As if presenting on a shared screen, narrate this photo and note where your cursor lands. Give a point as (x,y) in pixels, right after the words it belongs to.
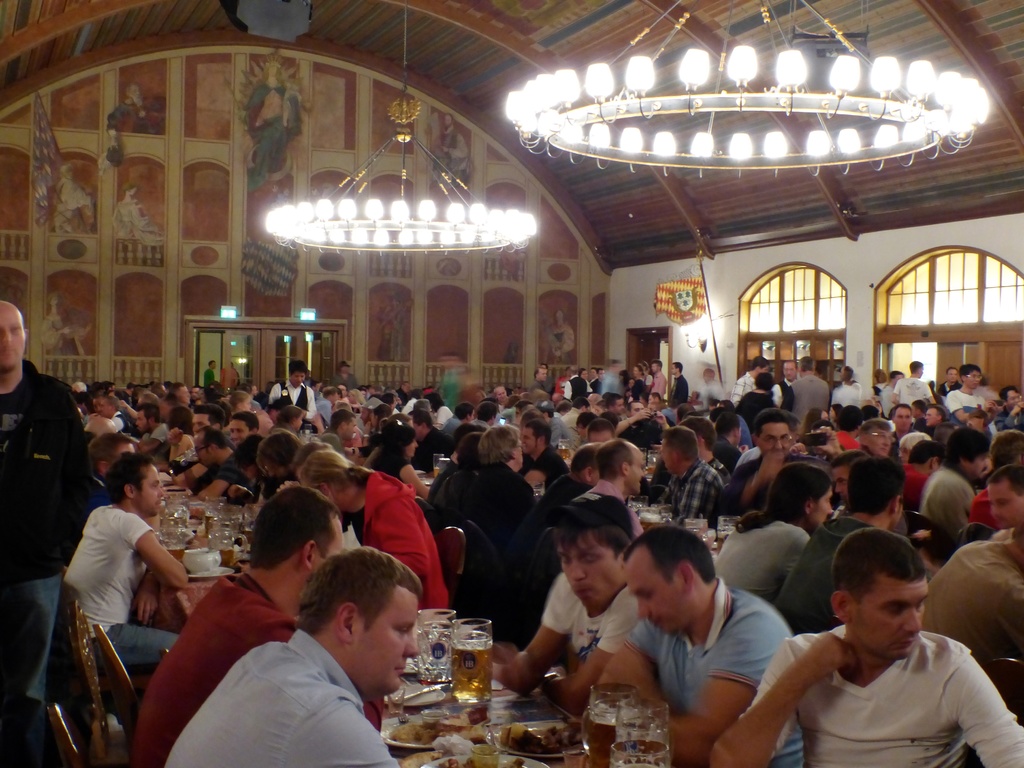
There are so many people (500,505) in this image. There are so many chairs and tables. People (288,448) are sitting on chairs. There are lights (625,145) at the top (682,163). On the tables (394,737), there are plates (463,709), glasses (435,666), bowls (198,552).
